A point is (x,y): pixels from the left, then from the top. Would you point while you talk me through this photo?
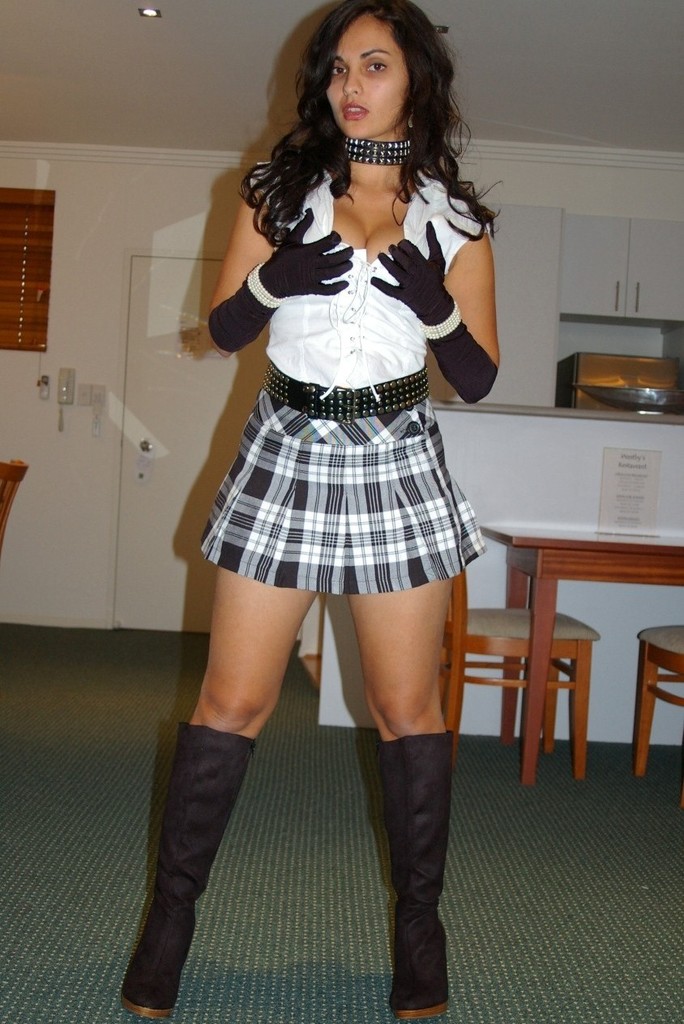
In this image i can see a woman (339,149) standing wearing a gloves (459,368) and the shoe (433,743), at the back ground (623,625) i can see a dining table (600,572), a wooden cupboard (550,331), a door (221,392) and a wall (102,170).
